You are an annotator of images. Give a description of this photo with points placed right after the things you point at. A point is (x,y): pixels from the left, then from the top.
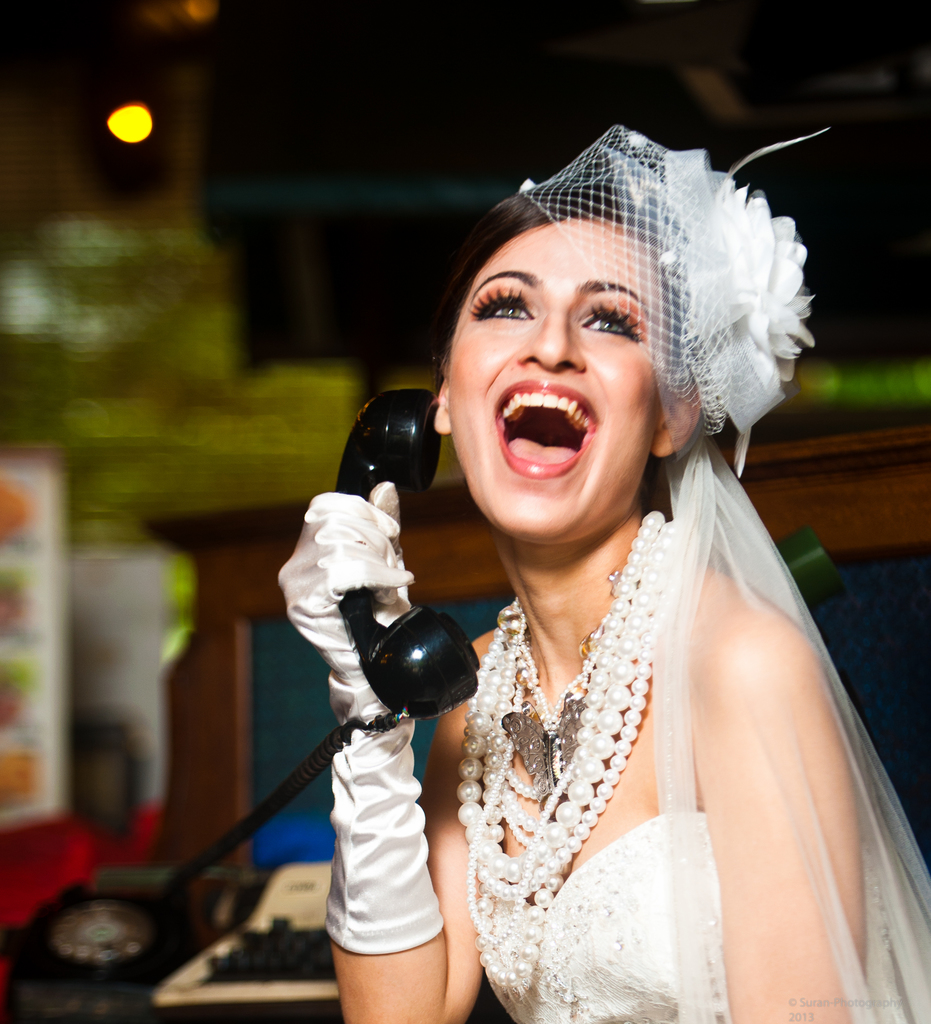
In the foreground of the picture (695,789) we can see a woman (664,596) in white dress (633,845) holding a telephone mic (345,737). The background (179,269) is blurred. The woman (586,459) is laughing.
